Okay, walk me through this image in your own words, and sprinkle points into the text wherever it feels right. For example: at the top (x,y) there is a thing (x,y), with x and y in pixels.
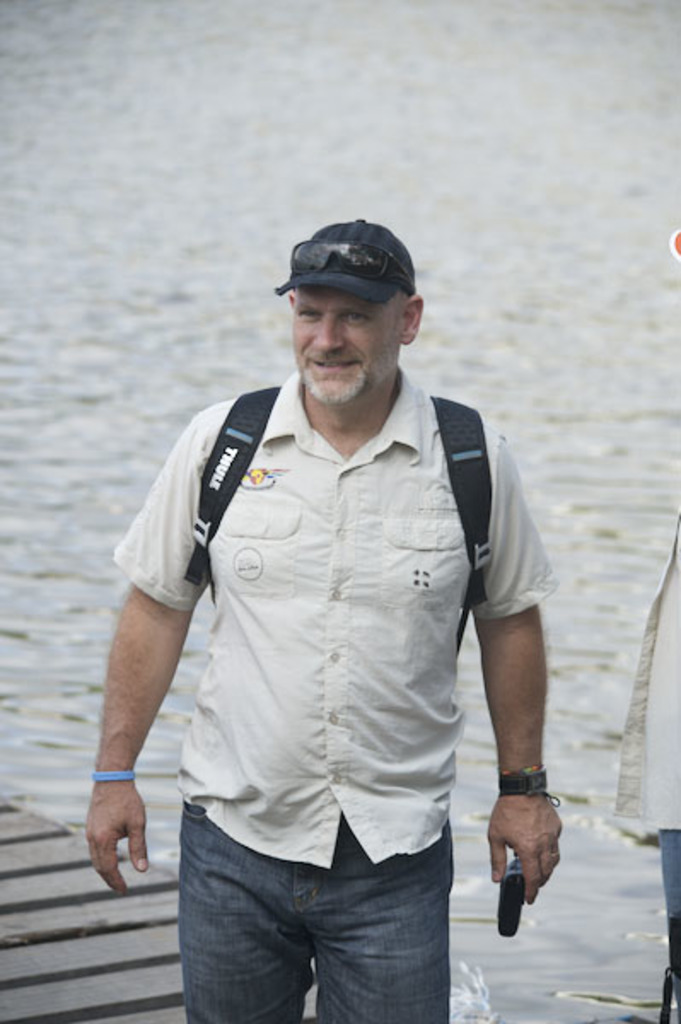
In this image in the front (466,589) there is man (381,615) standing and smiling and holding an object (515,896) which is black in colour and wearing a bag (237,435) and a hat (381,295) and on the hat (334,265) there is goggle (358,262). In the background (309,163) there is water (309,163) and there is a path (59,902). On the right side (663,763) there is a person (670,733).
